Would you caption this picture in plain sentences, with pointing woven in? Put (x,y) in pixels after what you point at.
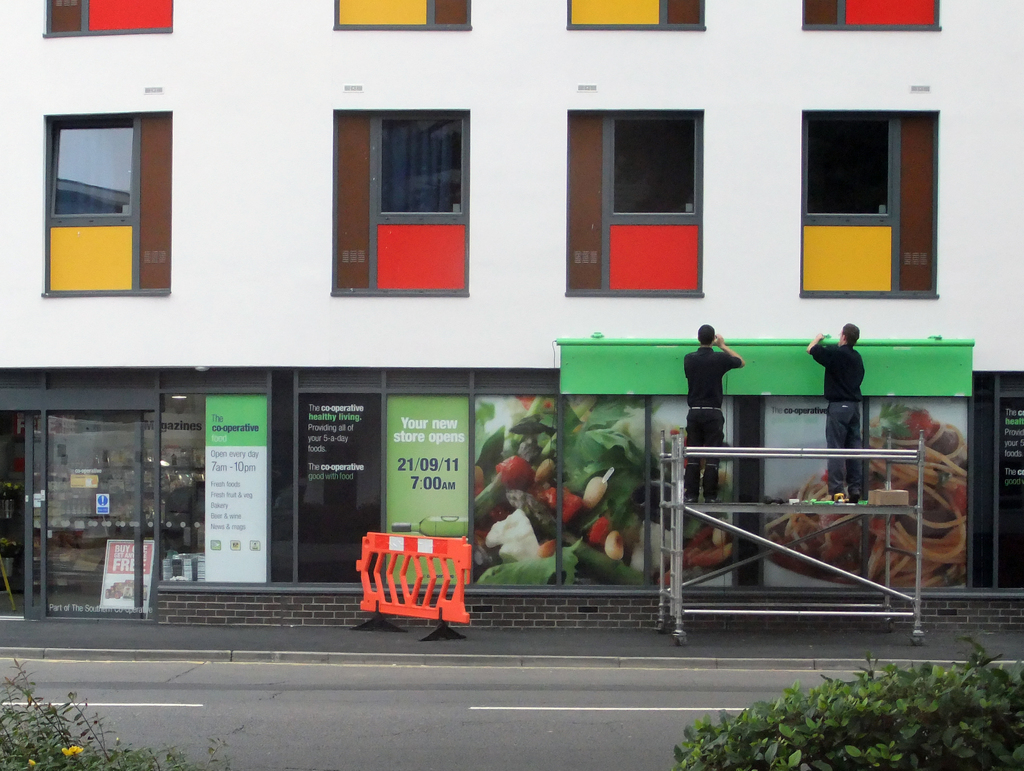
In this picture we can see the entrance (53,617) of a store (540,588) with glass doors (104,482) and windows (653,212). There are 2 people (706,414) standing on the ladder (666,461) and fixing a green board (970,343) in front of the store (562,598). Here we can see an orange barricade (391,612), the road (396,697) and plants (848,731).
